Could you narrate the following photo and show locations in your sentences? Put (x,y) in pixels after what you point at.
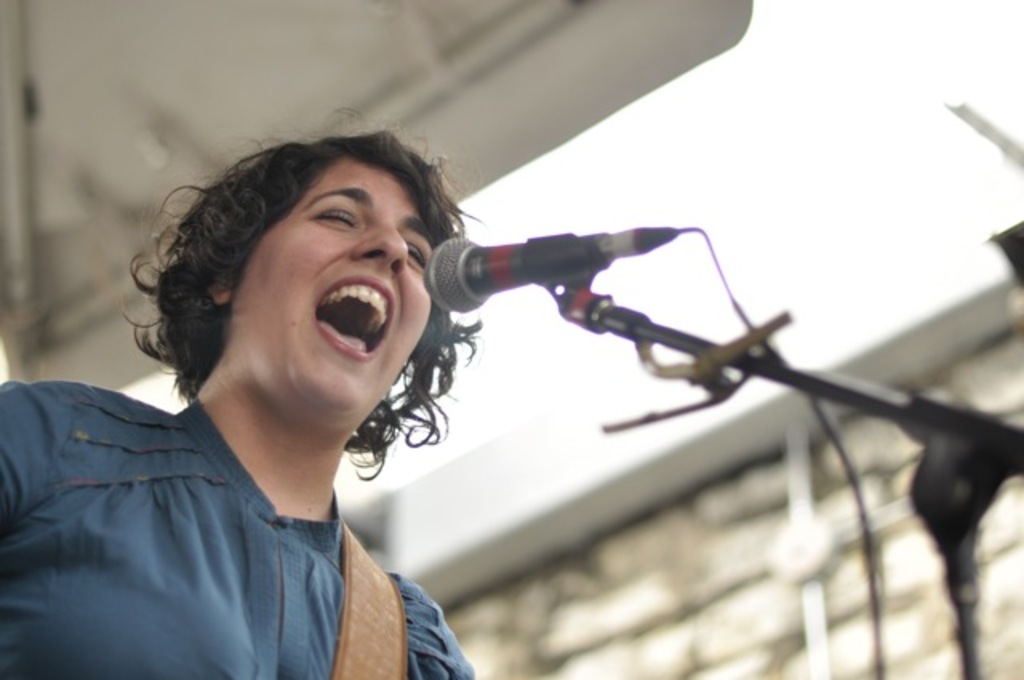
In this picture I can see a person (5,456), there is a mike (611,239) with a mike stand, and there is blur background (62,42).
